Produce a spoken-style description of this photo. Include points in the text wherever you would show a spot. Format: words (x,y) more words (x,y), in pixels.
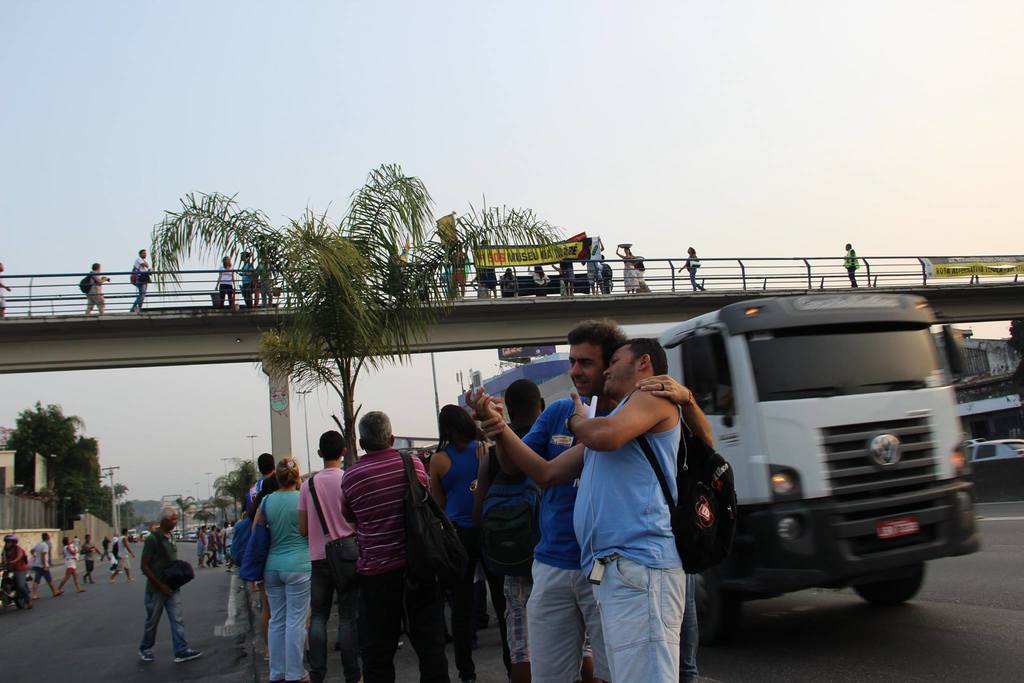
In this image I can see the road (131,616), number of persons (359,587) standing on the road (103,618) and few vehicles (752,559) on the road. I can see few trees (85,464), few poles (112,482), a bridge (276,382), few banners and few persons (588,281) on the bridge (508,318), few buildings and the sky (261,185) in the background (262,204).
